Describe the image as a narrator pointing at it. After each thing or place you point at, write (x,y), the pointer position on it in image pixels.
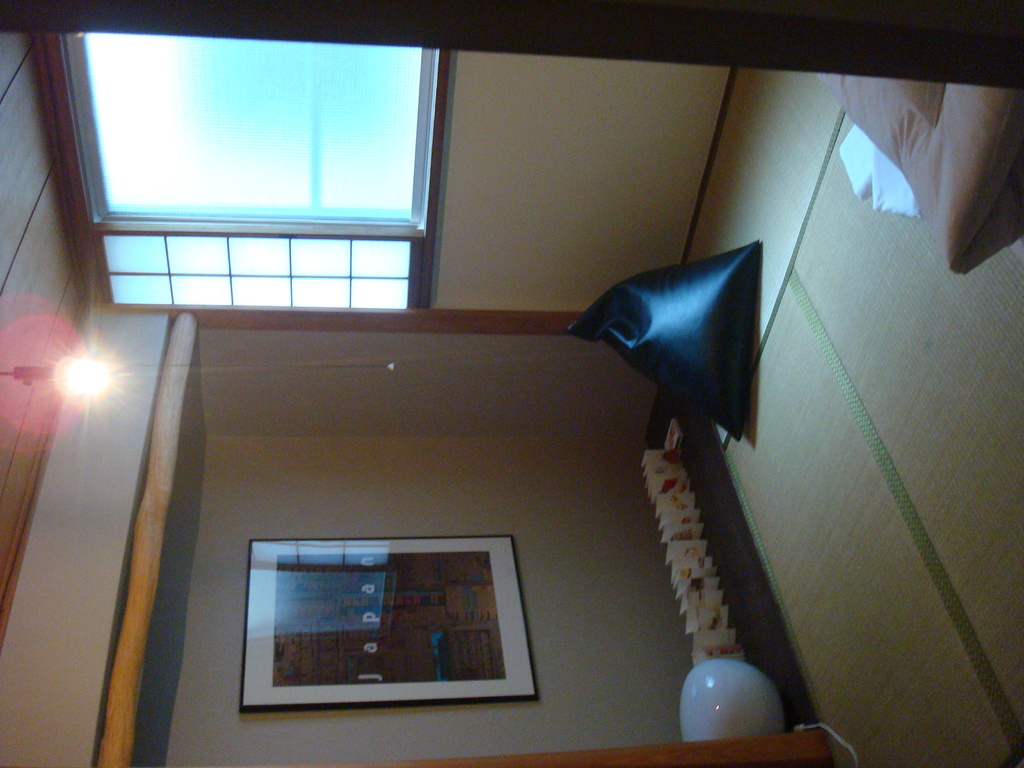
In this image in the background (377,611) there is a frame (396,675) on the wall (631,689) and in front of the wall (561,661) there is an object (701,716) which is white in colour. On the top right (977,147) there are objects (939,157) which are white and pink in colour. On the left side (58,364) there is a light (48,375) on the wall (85,342) and on the top (179,84) there is a window (313,192). On the right side (689,349) there is an object (683,351) which is black in colour.
